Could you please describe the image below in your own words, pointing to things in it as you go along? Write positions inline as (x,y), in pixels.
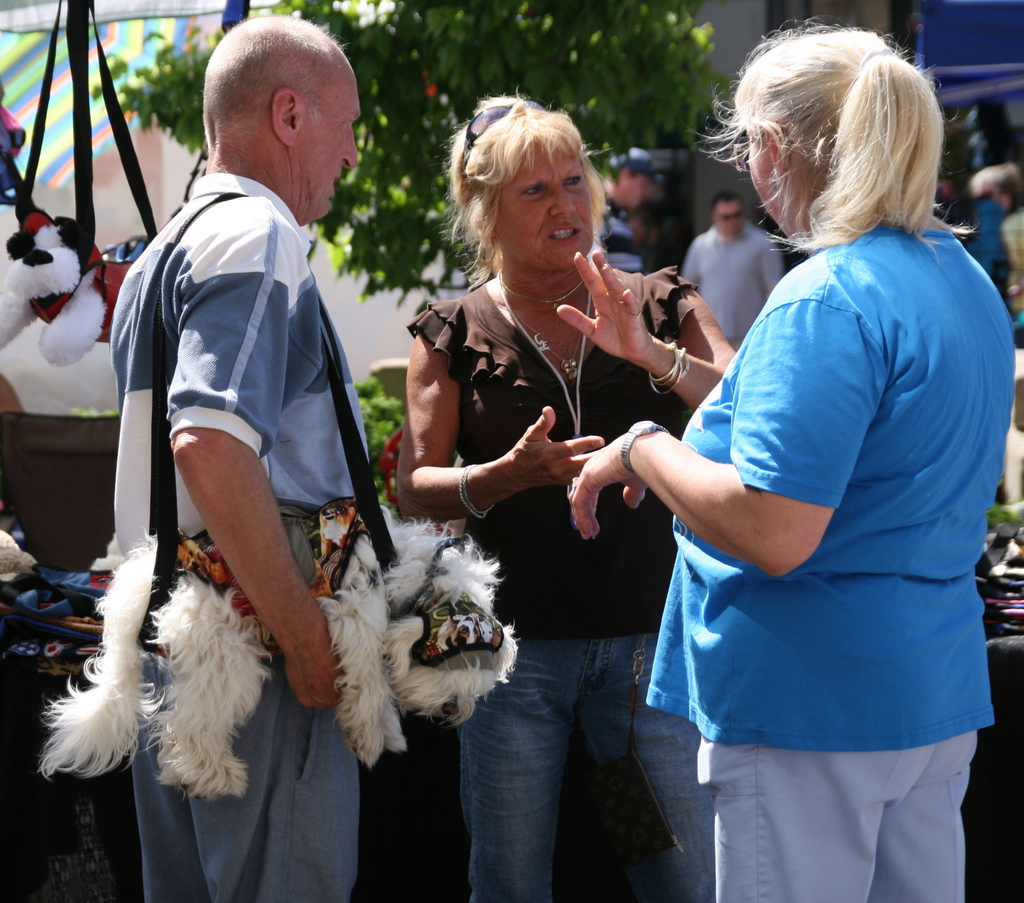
In this image I can see there is a group of people (549,469) who are standing and speaking together.
